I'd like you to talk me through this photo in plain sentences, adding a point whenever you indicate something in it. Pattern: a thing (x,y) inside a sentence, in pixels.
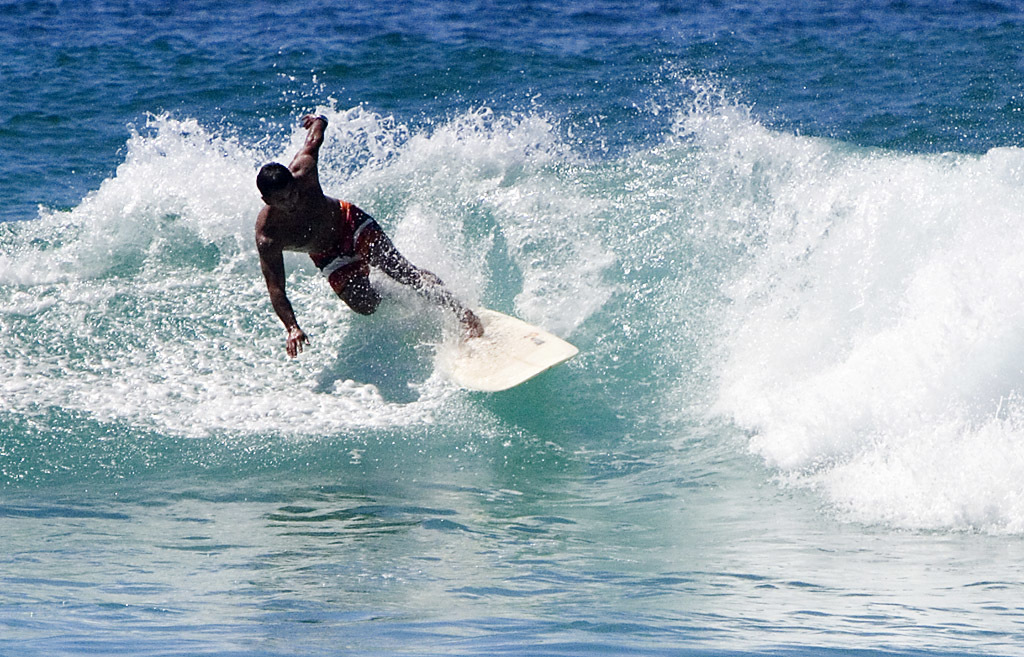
In this image there is a man (356,291) surfing in the water (382,401) by standing on the surfboard (484,379).
